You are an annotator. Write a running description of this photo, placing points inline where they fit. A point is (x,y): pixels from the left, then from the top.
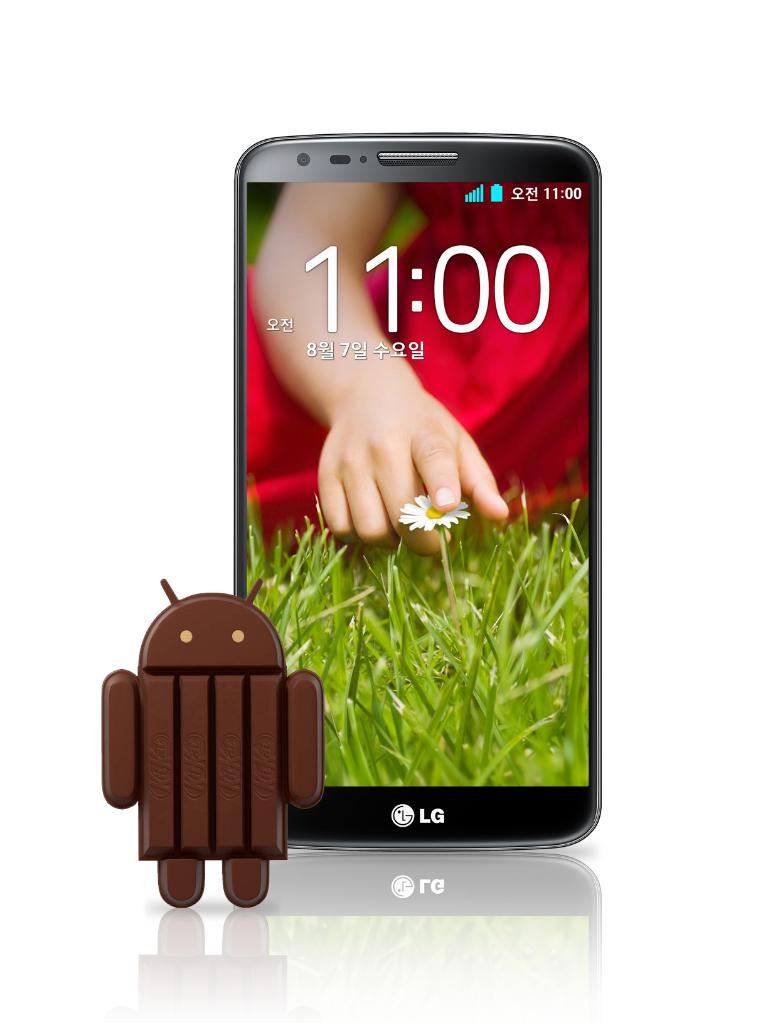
In this picture we can see a mobile (326,198) and in a mobile screen (346,385) we can see a person (391,428), flower (419,504), grass (447,619).
